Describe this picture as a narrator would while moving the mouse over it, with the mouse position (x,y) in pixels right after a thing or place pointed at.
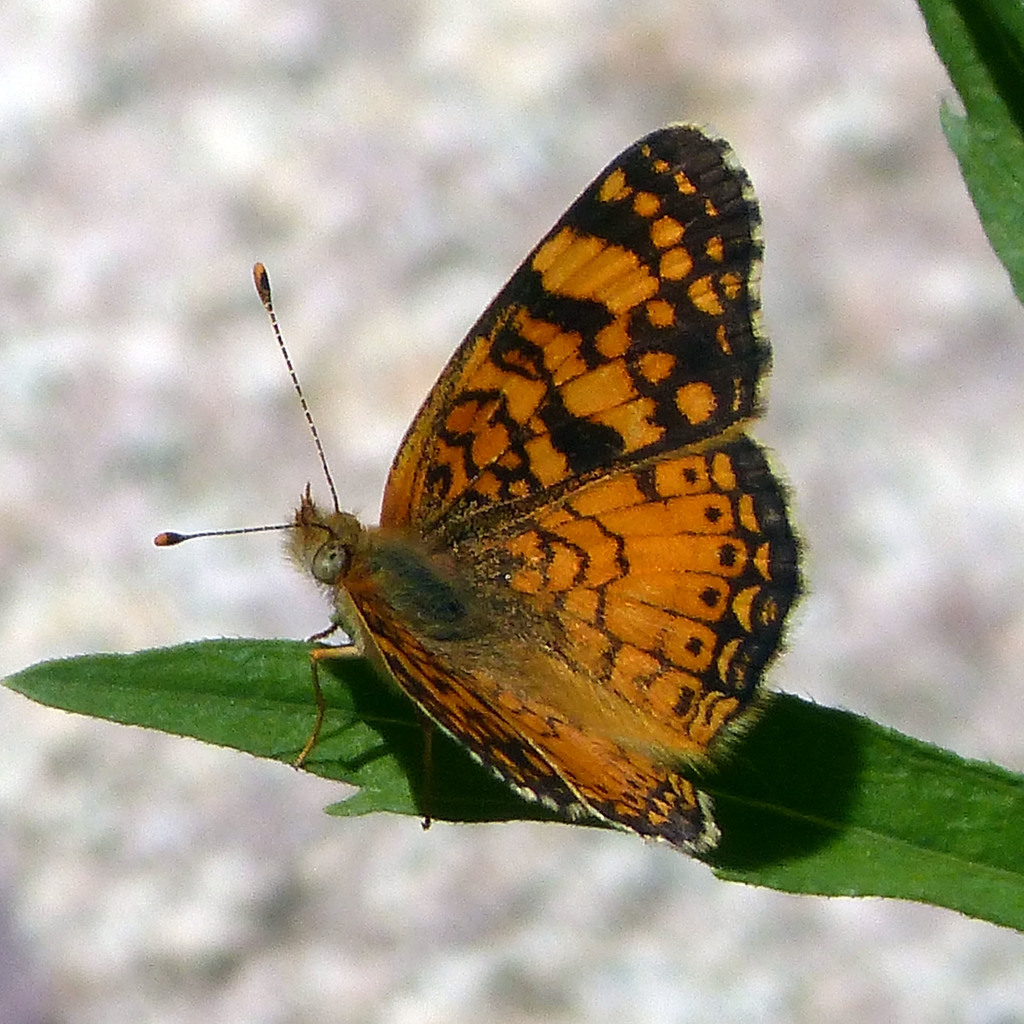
In this image we can see a butterfly (458,694) on a leaf (984,763). In the top right (995,138), we can see another leaf (984,146). The background of the image (11,412) is blurred.
